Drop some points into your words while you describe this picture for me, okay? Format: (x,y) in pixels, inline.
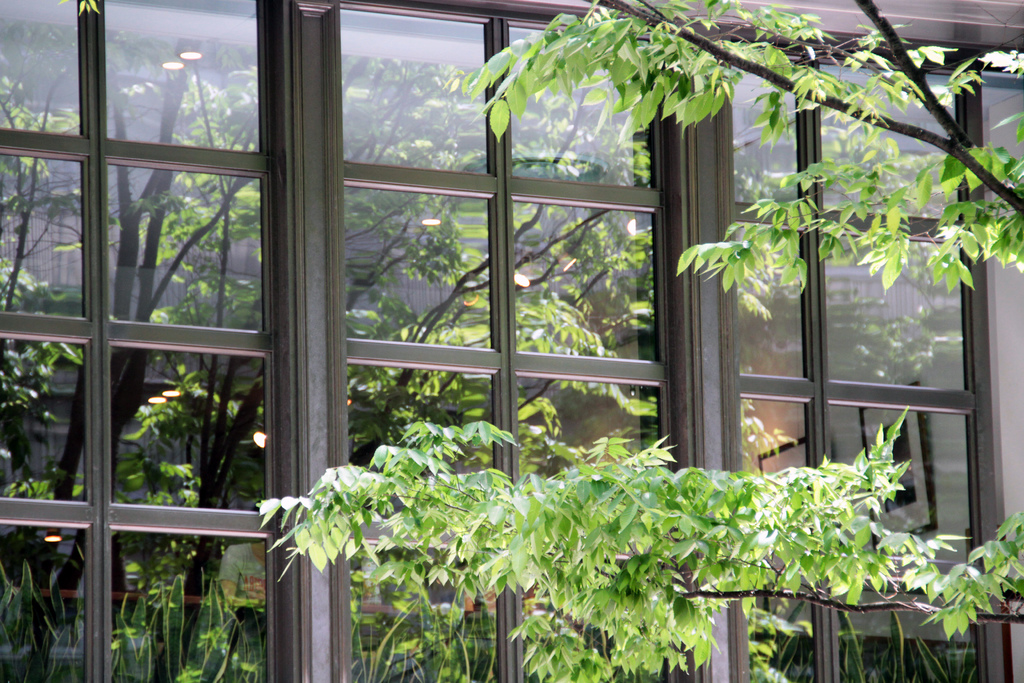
On the right side (958,140) there are stems (762,75), in the background (873,345) there is a glass window (57,203).
